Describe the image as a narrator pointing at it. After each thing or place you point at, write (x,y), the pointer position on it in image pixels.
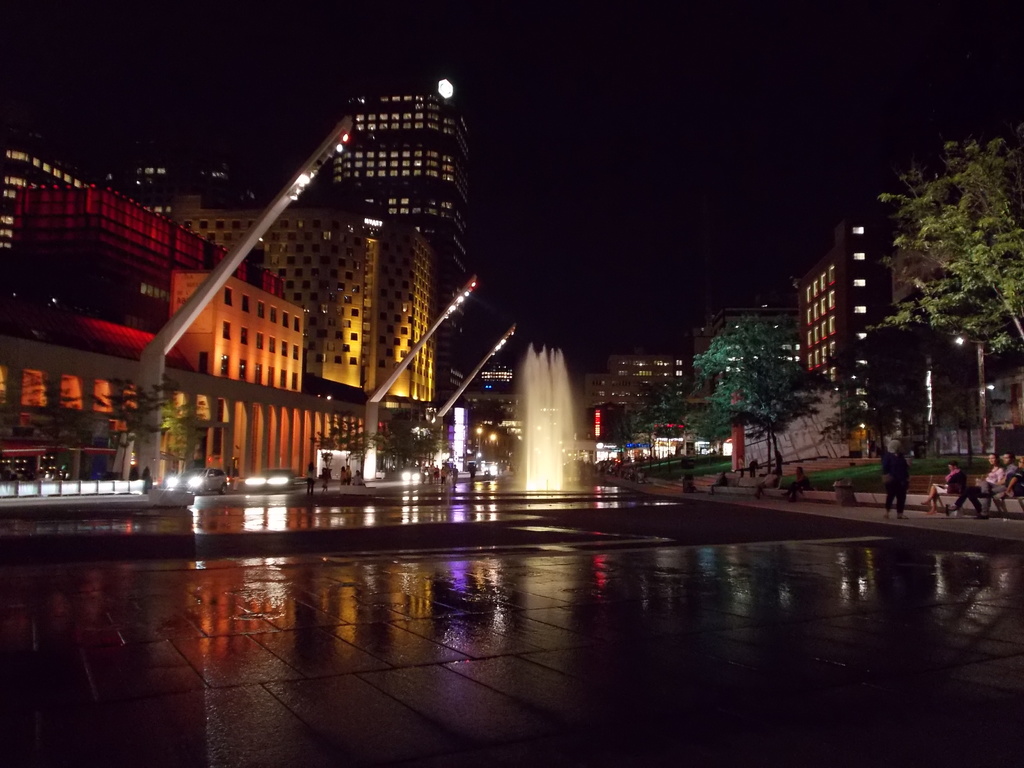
Here on the left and right side there are few persons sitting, walking and standing on the ground (426,636). In the middle (444,508) there is water (327,506) and a fountain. In the background (405,314) we can see buildings (212,338), poles (370,426), lights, windows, hoarding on the right side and sky (193,53).
